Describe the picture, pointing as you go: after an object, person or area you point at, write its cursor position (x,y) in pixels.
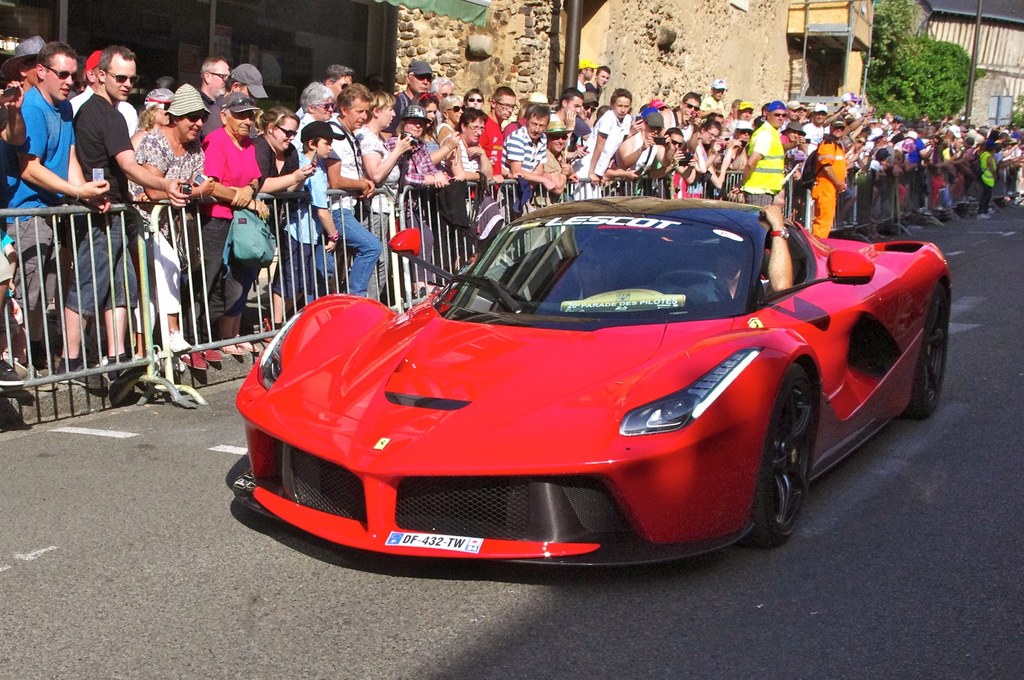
In this image I can see the car (324,533) and the car (465,460) is in red color and I can see few people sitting in the car (682,261). In the background (259,153) I can see the railing (329,189), few people (630,156) standing and I can also see few trees (891,48) in green color and the building (745,60) is in cream color.
